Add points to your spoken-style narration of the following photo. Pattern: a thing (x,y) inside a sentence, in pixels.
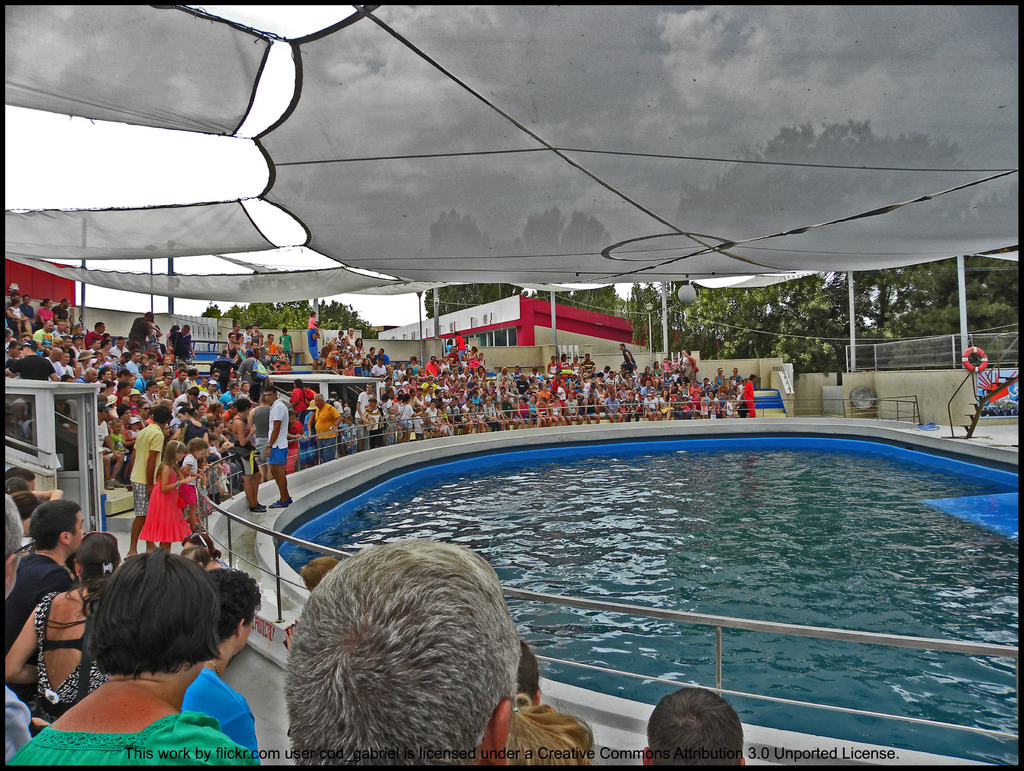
In this picture there is a swimming pool (744,564) in the center of the image (562,495) and there are people (339,761) around it, there is a roof (643,199) at the top side of the image (469,172) and there are trees (925,331) in the background area of the image (658,337).
